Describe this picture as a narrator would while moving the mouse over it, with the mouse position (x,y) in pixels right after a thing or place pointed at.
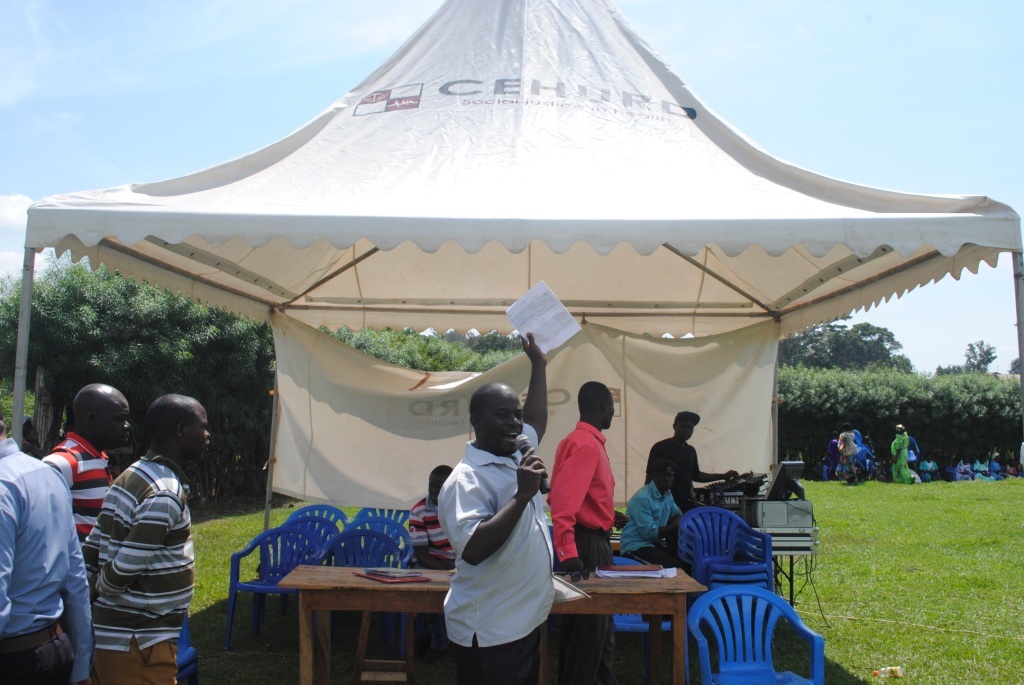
In this image I can see the group of people (519,520) standing under the tent (465,178). Among them one person (501,477) is holding the mic (534,467) and paper (553,324). Outside there are some trees (919,386) and the sky (837,108).
